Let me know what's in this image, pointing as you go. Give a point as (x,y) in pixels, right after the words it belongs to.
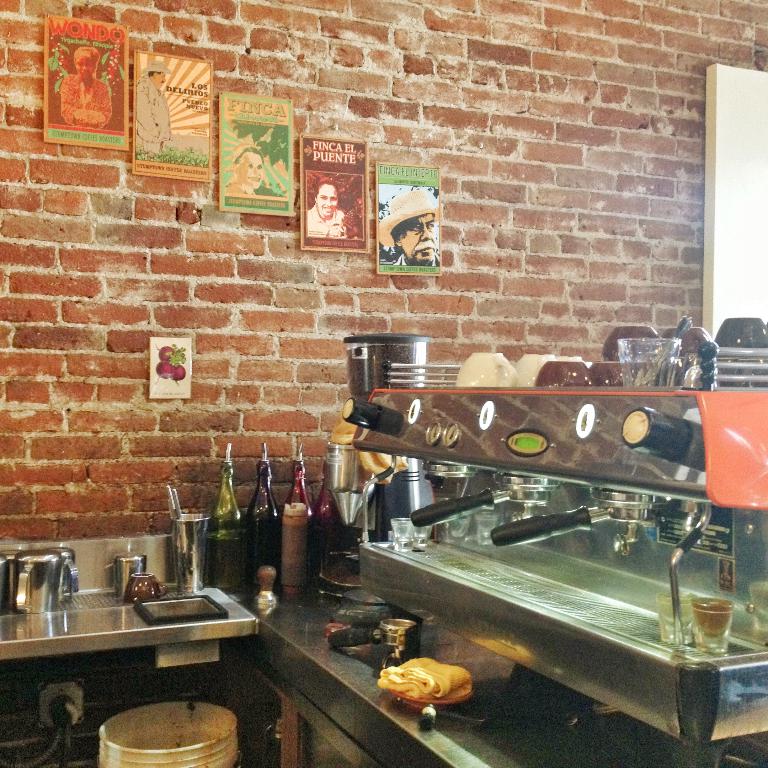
In this image I can see a red color wall (31,454) and I can see a photo frames (281,100) attached to the wall (31,471) and I can see a table (569,749), on the table (30,542) I can see a vessels (48,593), glasses (421,528), spoons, cans (41,599) and bottles (242,559).
